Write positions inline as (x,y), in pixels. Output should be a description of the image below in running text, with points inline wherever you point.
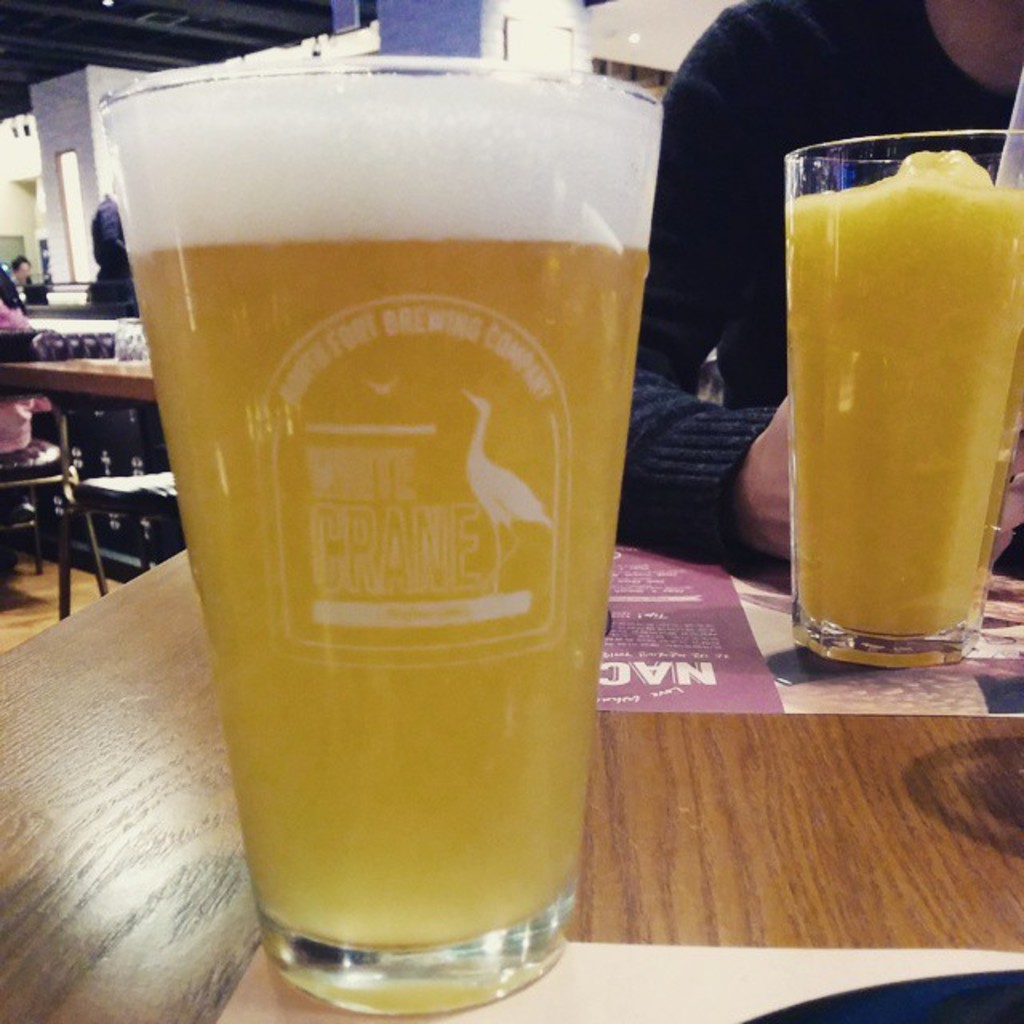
In the image we can see there is a table (114,604) on which there are drink glasses (962,426).
